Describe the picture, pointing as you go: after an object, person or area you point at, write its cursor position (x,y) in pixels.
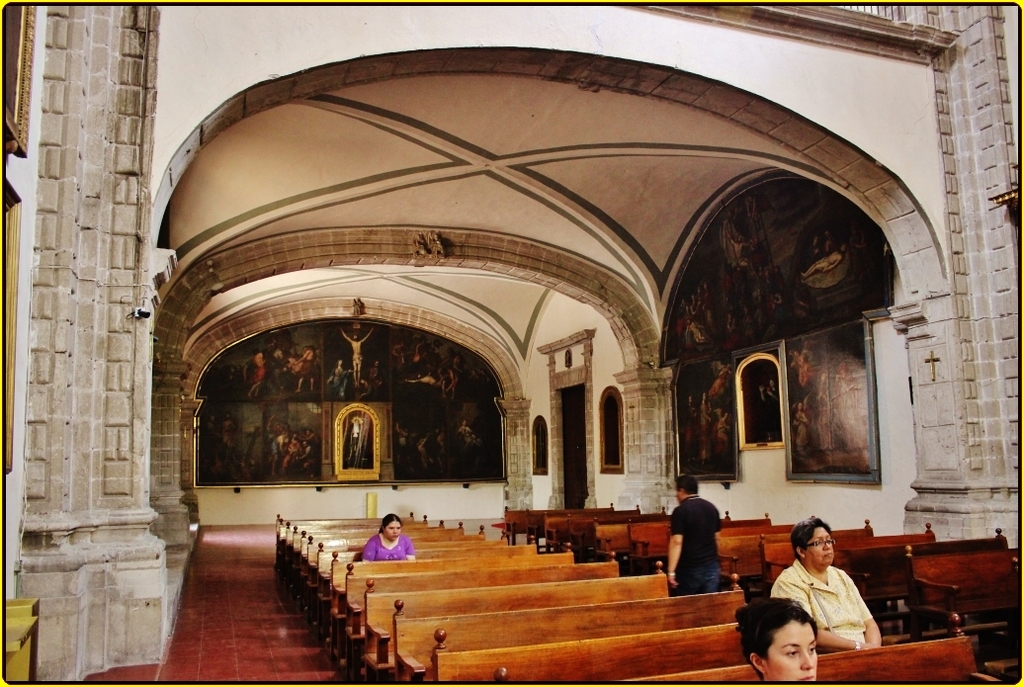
In this picture I can see there is a church (445,233) and there are few benches (369,601), few people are sitting on the benches (303,542) and there is a man (701,569) walking at the right side (700,554). There are pillars (653,459), windows (610,429) and in the backdrop (323,393), there are few idols (355,459).
